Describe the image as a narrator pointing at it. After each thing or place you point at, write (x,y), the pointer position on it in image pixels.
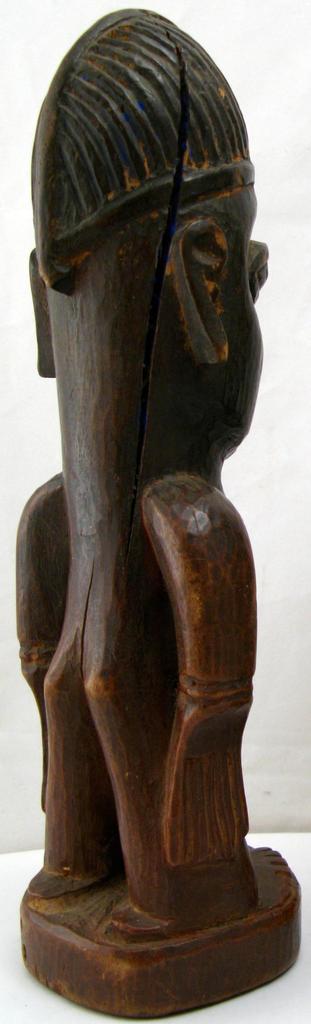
In this image I can see a sculpture (57,535) of wood (189,602).
